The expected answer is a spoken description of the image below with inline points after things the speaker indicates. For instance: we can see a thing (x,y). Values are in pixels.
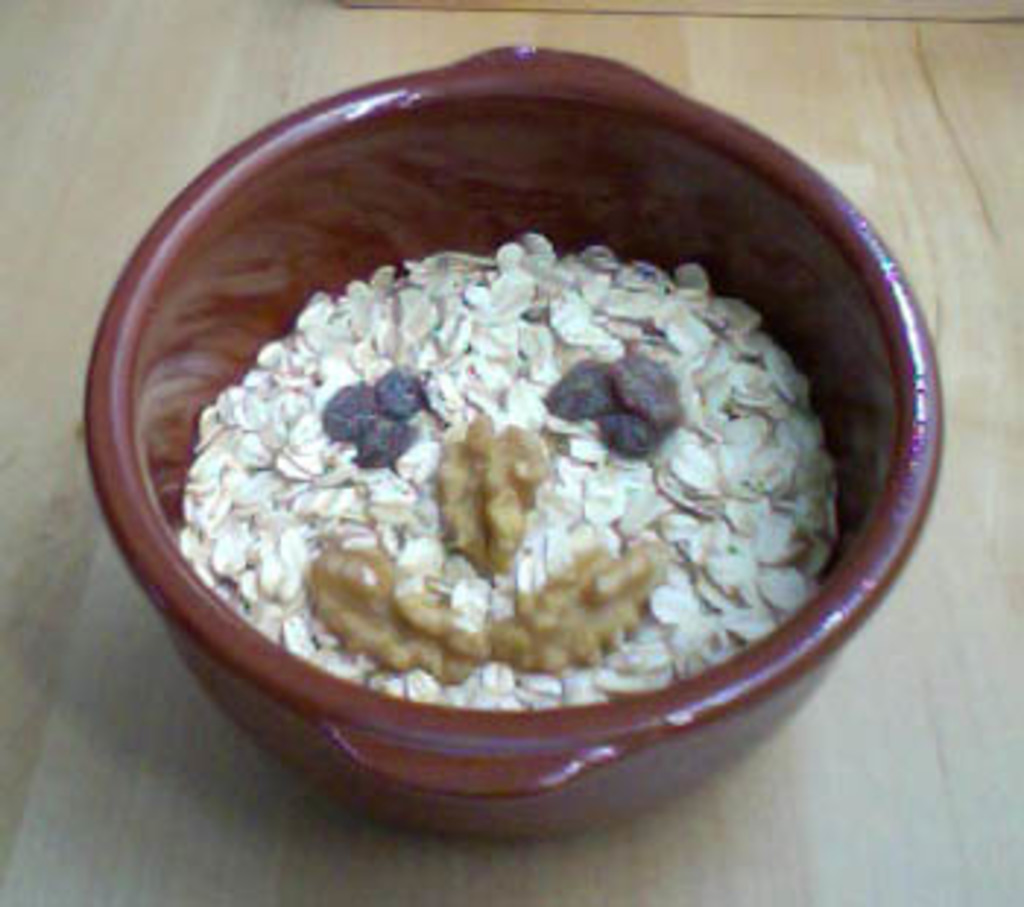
In this picture there is a bowl (427,757) in the center of the image (630,418), which contains oats (319,530) and dry fruits (337,634) in it.
